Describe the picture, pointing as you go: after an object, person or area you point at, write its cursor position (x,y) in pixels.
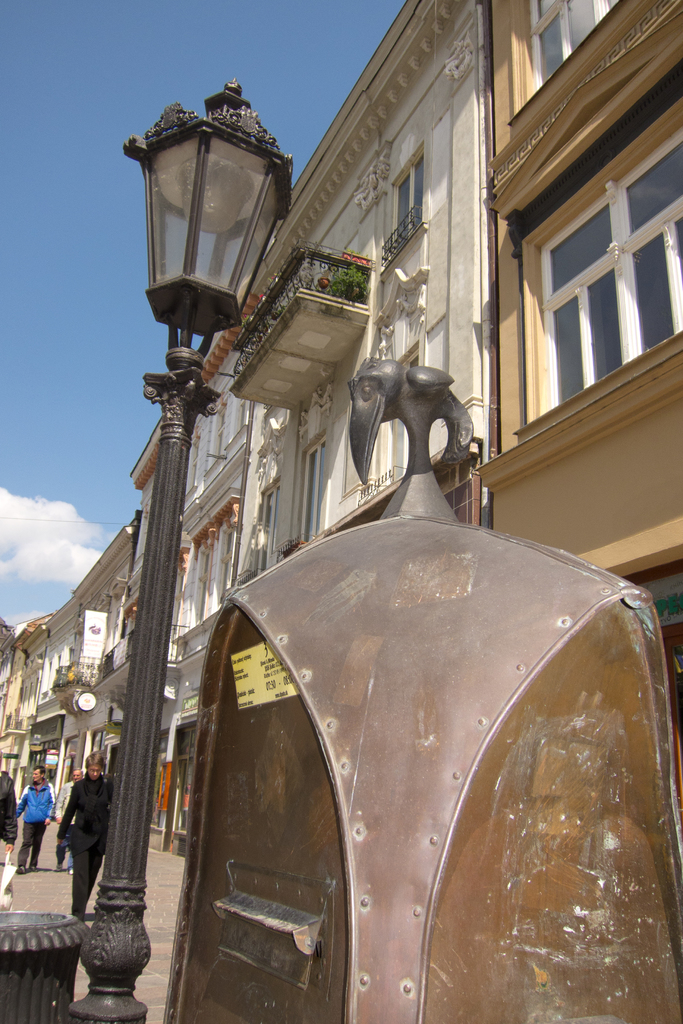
In this picture I can see there is a metal object (371,425) and there is a building (270,416) and it has few windows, there are few people (80,805) walking on the walkway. There is a pole (131,865) with lamp (185,204) and the sky (120,260) is clear.
